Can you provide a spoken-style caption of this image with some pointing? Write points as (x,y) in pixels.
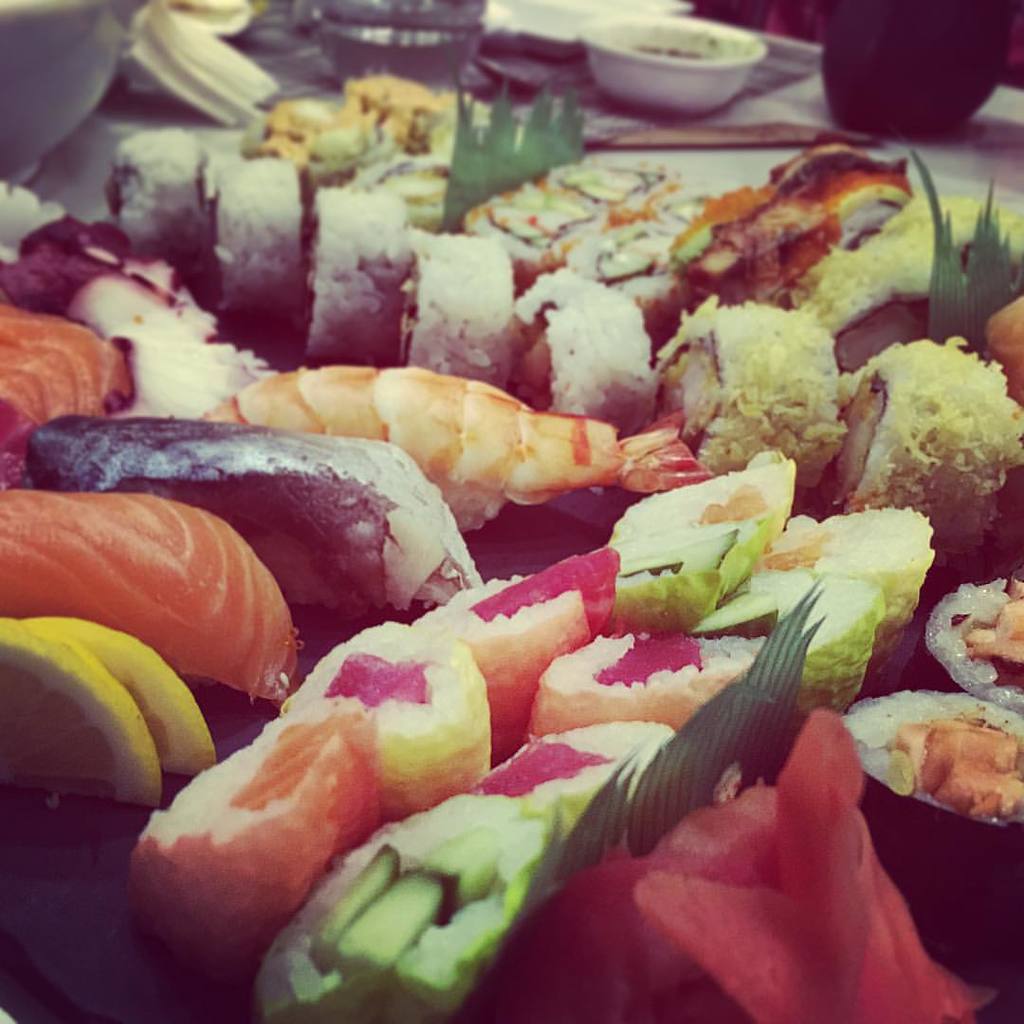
In this image we can see different varieties of food items (466,490) with prawns (374,424) and some other items (789,768). In the back (692,63) there is a bowl (664,45) and few other things (199,28).
